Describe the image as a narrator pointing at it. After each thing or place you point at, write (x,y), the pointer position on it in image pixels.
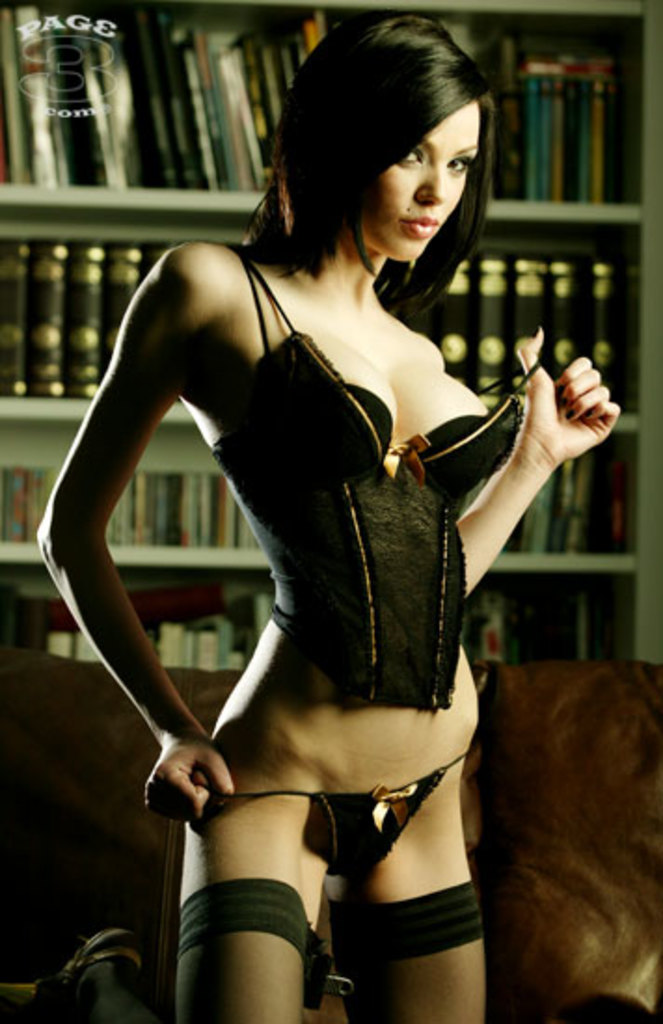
Here in this picture we can see a woman (382,152) in black colored dress (267,341) standing over there and behind her we can see books (98,284) present in rack (52,236) over there.
